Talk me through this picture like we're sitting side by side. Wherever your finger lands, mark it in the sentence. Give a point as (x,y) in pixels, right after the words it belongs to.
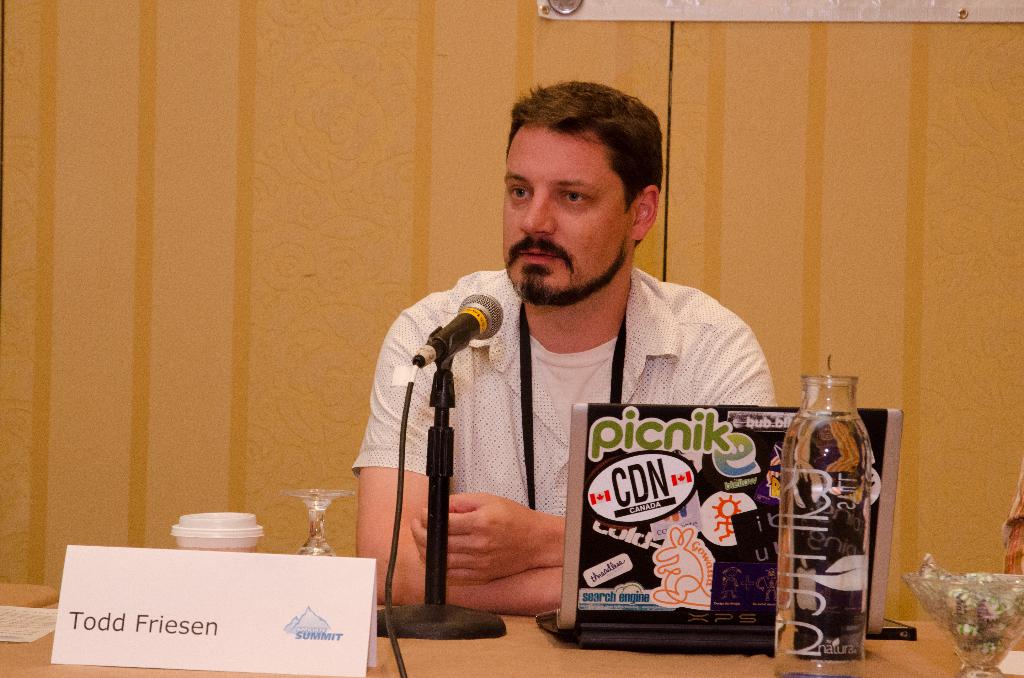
In this image we can see a person (384,416) in the center (384,422) and he is looking at someone. This is a wooden table (684,669) where a bottle (784,668), a microphone (445,632), a glass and a glass bowl (968,624) are kept on it.
